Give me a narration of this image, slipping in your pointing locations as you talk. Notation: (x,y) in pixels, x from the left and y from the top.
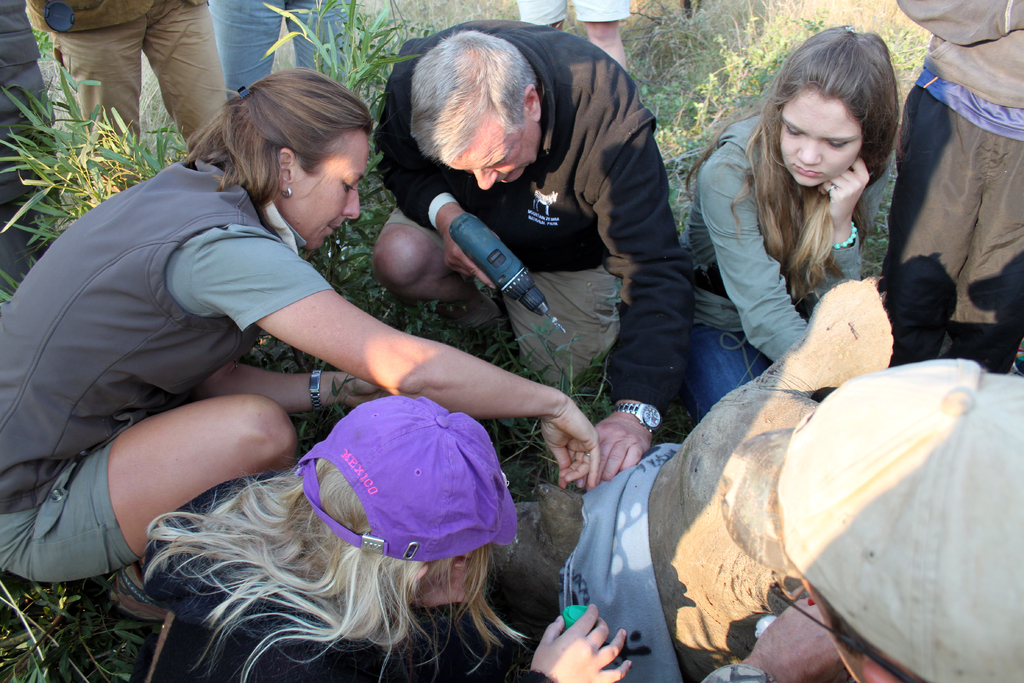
In this picture we can see some people (893,258), a man (544,202) in the middle (489,237) is holding a drill machine (493,266), at the bottom (37,610) there are some plants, two persons (505,493) at the bottom (372,480) are wearing caps (854,550).
